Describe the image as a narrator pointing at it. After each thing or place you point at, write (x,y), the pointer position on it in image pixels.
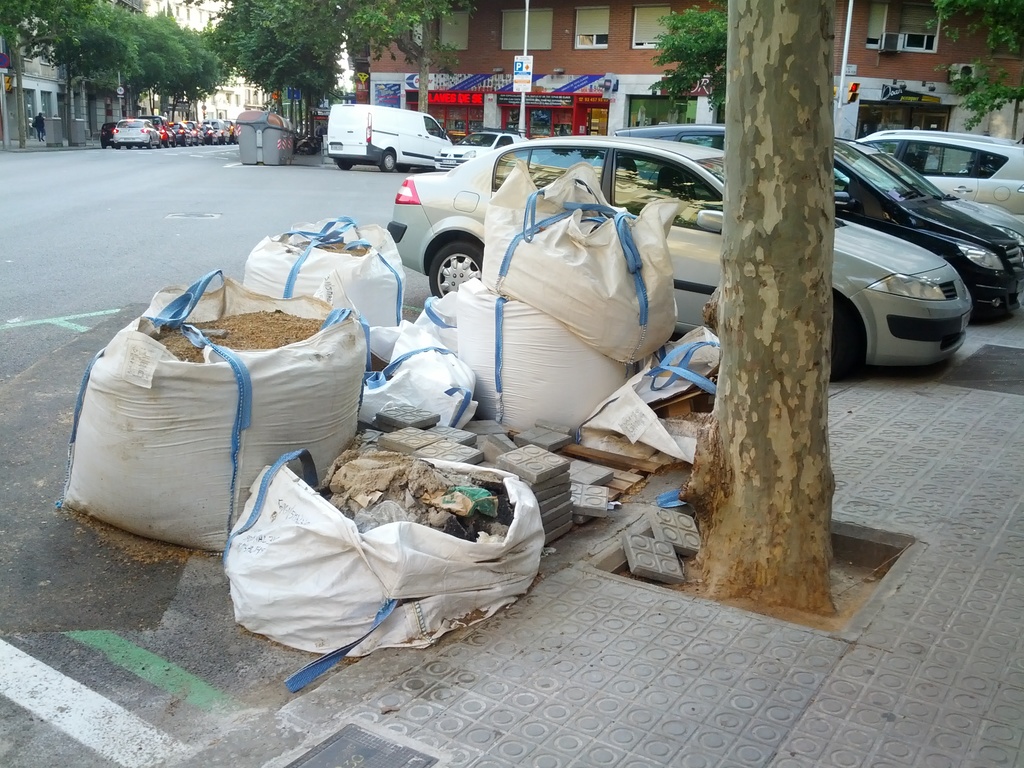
In this image there are buildings (458,59) towards the top of the image (583,19), there are windows (650,25), there are doors (510,114), there are poles (527,15), there is a board (531,75), there is road (119,257) towards the left of the image (126,243), there are vehicles (202,134) on the road (225,173), there are trees (197,52) towards the top of the image (262,57), there is a tree trunk (766,210) towards the top of the image (766,225), there are bags (600,436), there are objects (257,342) in the bags (382,337), there are tiles (423,442) on the road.
